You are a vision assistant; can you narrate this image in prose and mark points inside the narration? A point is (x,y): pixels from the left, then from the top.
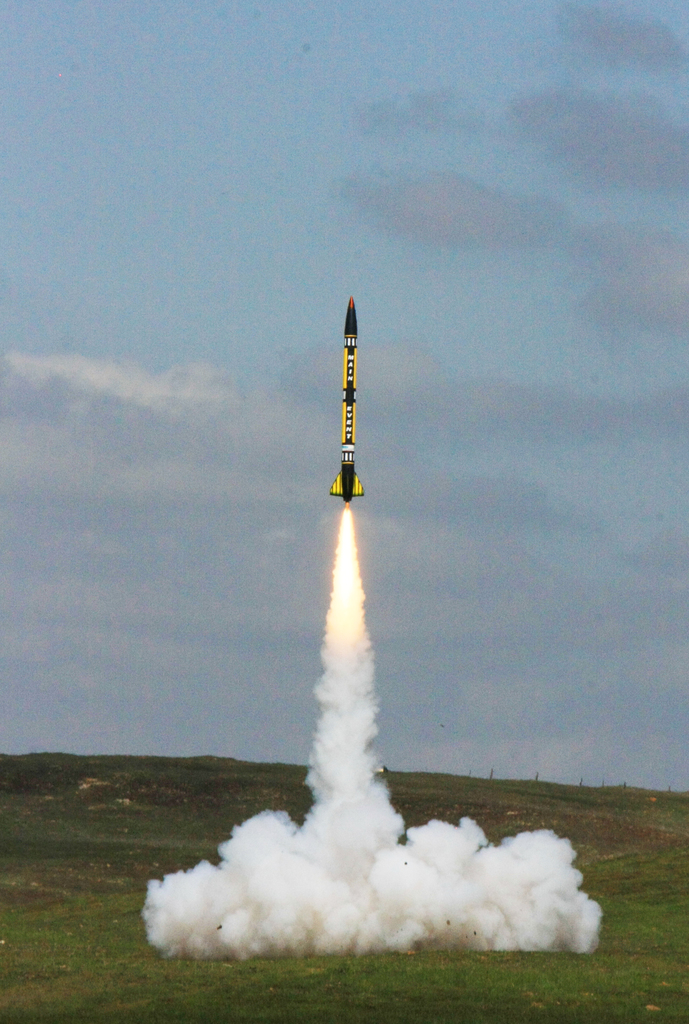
In the center of the image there is rocket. At the bottom of the image (250,973) there is grass (252,975). In the background of the image (229,376) there is sky (454,334).
